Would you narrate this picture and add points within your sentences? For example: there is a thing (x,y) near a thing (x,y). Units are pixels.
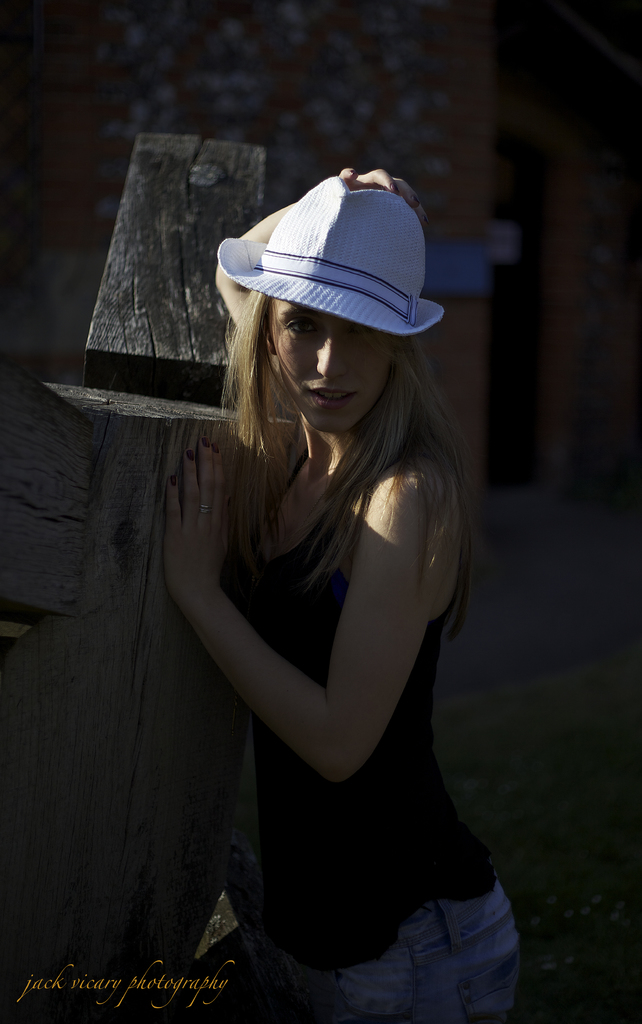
In the image i can see a person (337,376) wearing a cap (305,302) and giving a pose for the photo and in the background (600,65) i can see the dark.
